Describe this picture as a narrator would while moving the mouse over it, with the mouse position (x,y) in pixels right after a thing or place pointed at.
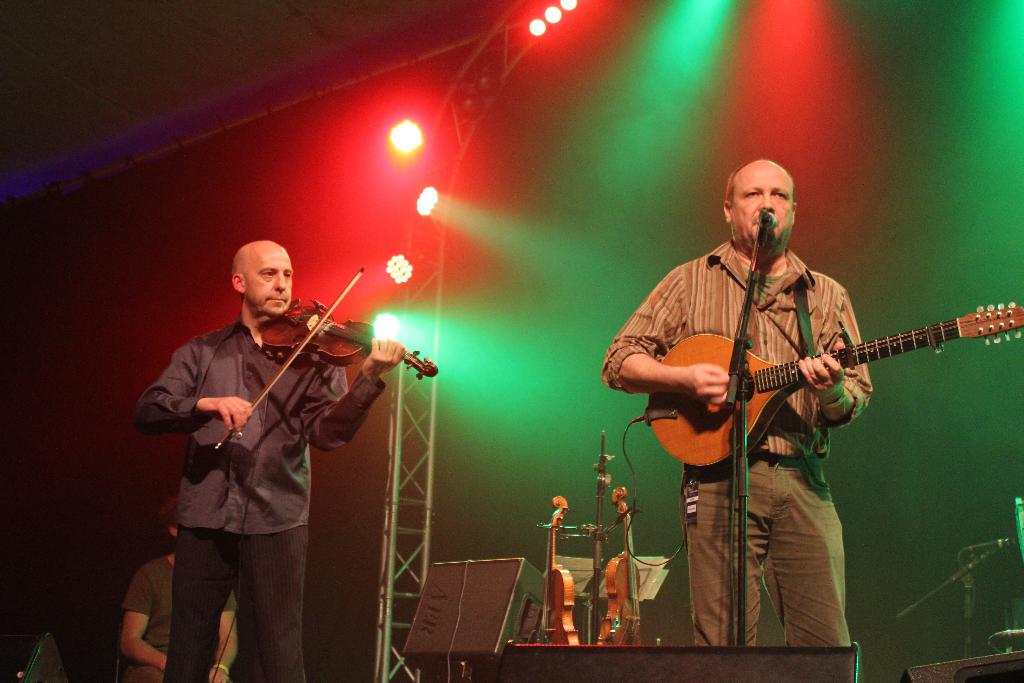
In this image there are two persons (772,445) in which one of them is playing violin (301,335) and the other is playing the guitar (691,361). There is mic (740,352) in front of man (800,258). At the top (412,153) there are lights (399,153). At the background (572,582) there are two violins (557,587) and a man (142,595).
